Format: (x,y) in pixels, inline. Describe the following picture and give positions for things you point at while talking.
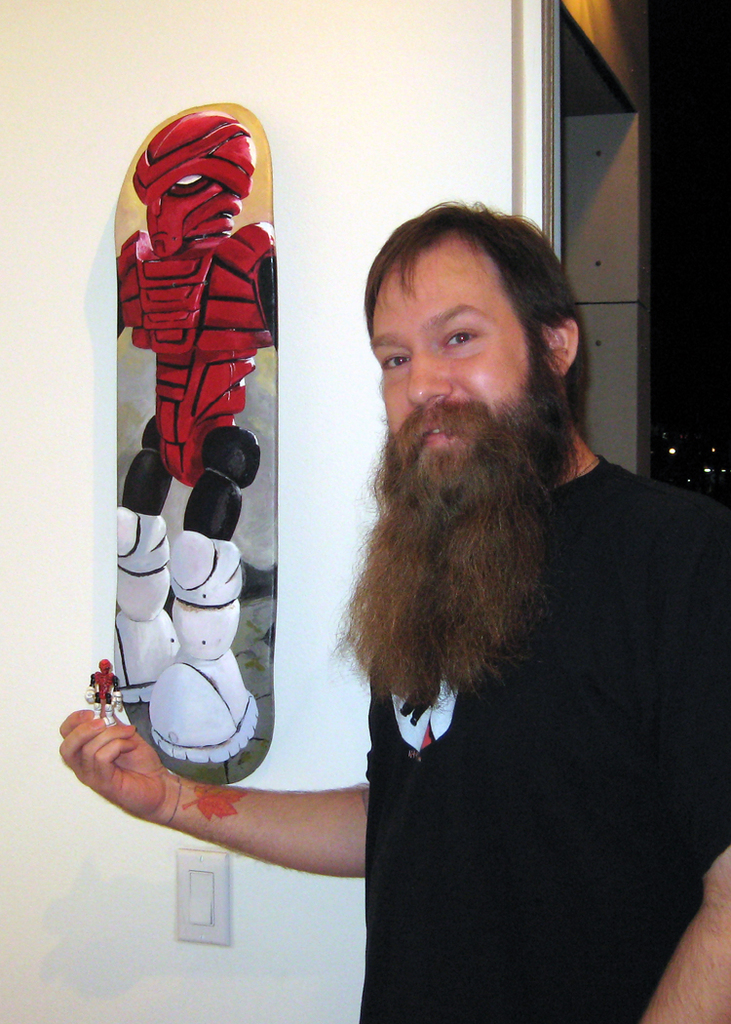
In the image we can see there is a person (624,627) standing and there is a board (134,206) on the wall (109,403). There is a cartoon painting (228,445) on the board (210,234) and the man (63,726) is holding a cartoon toy (104,685) in his hand (122,783).
